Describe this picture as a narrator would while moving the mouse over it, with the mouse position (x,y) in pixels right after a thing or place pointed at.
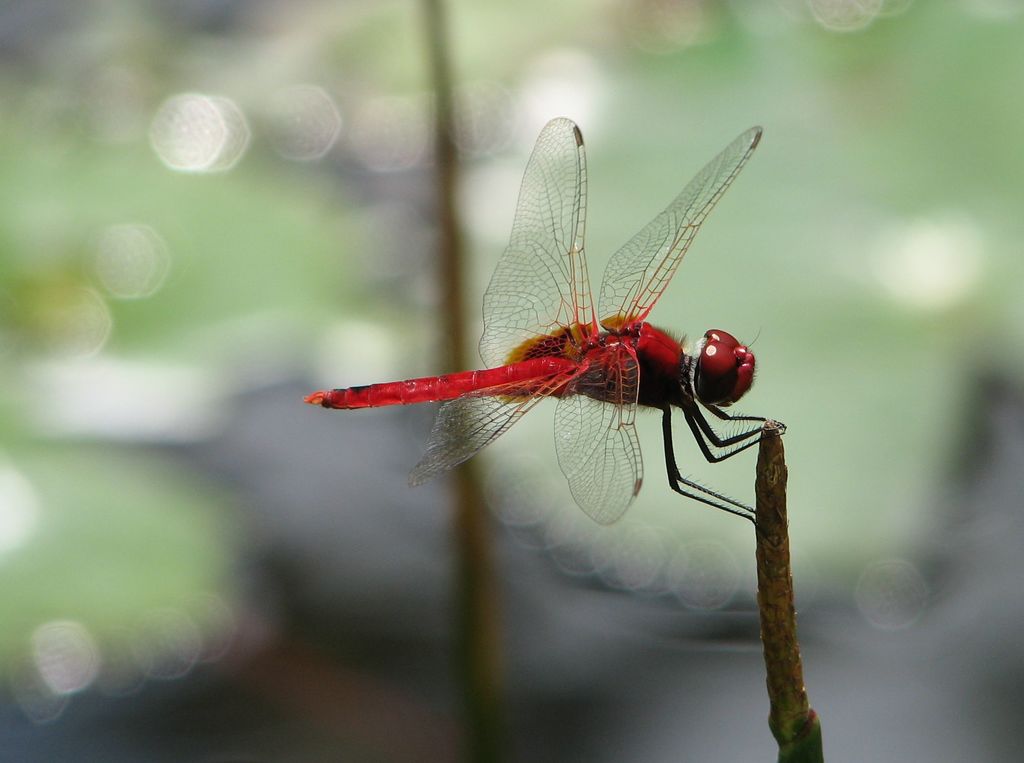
In this picture we can see a dragonfly (548,391) on the stem (772,533) and behind the dragonfly (508,385) there is a blurred background (805,147).
